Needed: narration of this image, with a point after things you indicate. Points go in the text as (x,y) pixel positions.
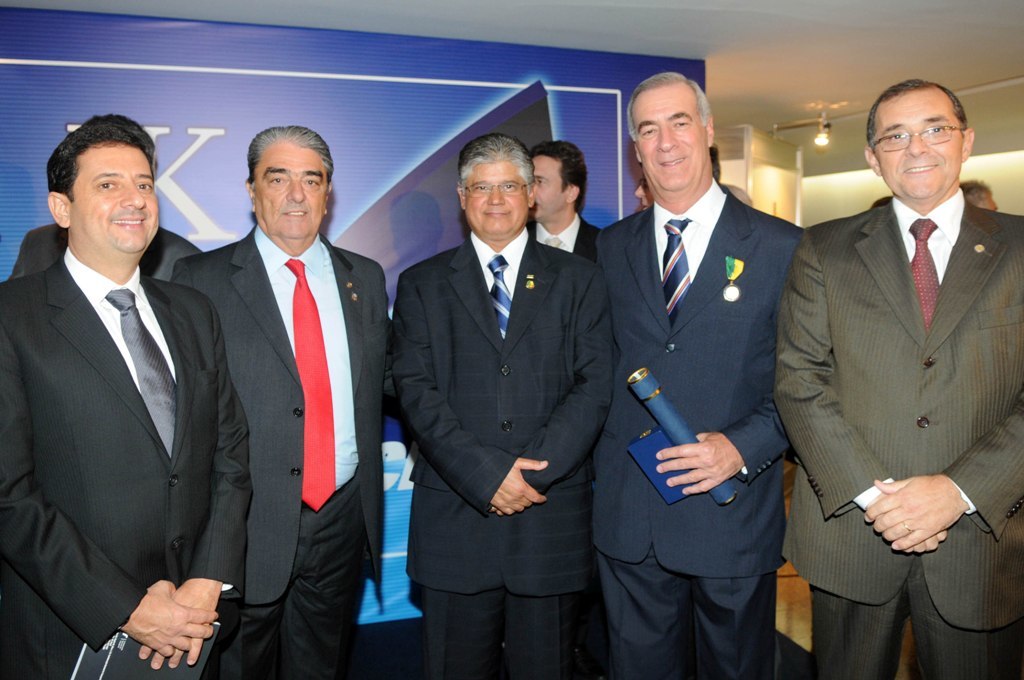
In this image few people (270,283) are standing. Some are wearing specs (509,190). One person (698,389) is holding something in the hand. In the back (258,86) there is a banner (210,116) with something written. On the ceiling (785,112) there is a light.
